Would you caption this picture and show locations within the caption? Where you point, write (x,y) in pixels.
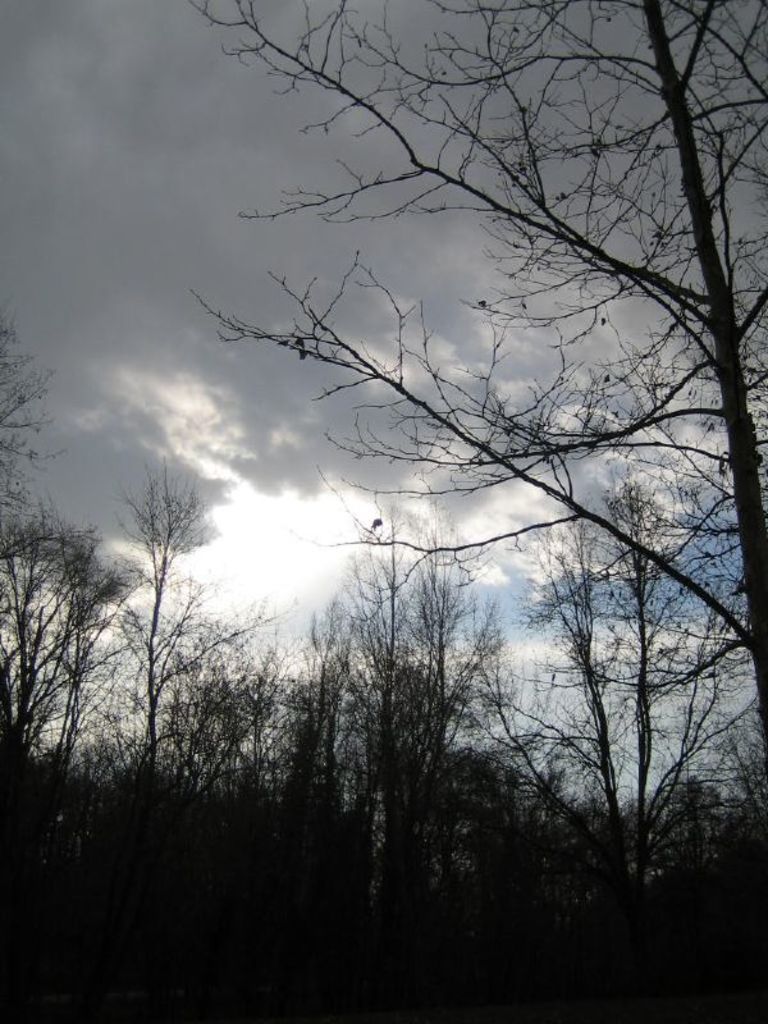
In the picture I can see trees (499,816). In the background (217,235) I can see the sky (186,253).
